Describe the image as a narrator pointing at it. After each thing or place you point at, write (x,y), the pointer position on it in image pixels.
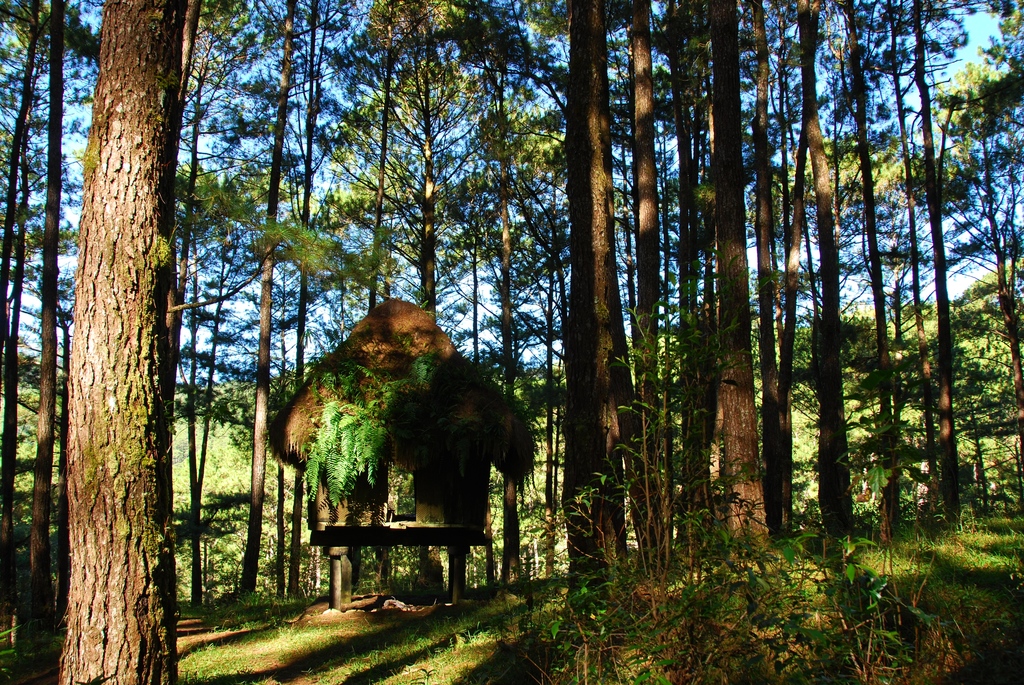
In this image I can see few green trees (455,218) and a hut (415,363). The sky (461,180) is in blue and white color.
